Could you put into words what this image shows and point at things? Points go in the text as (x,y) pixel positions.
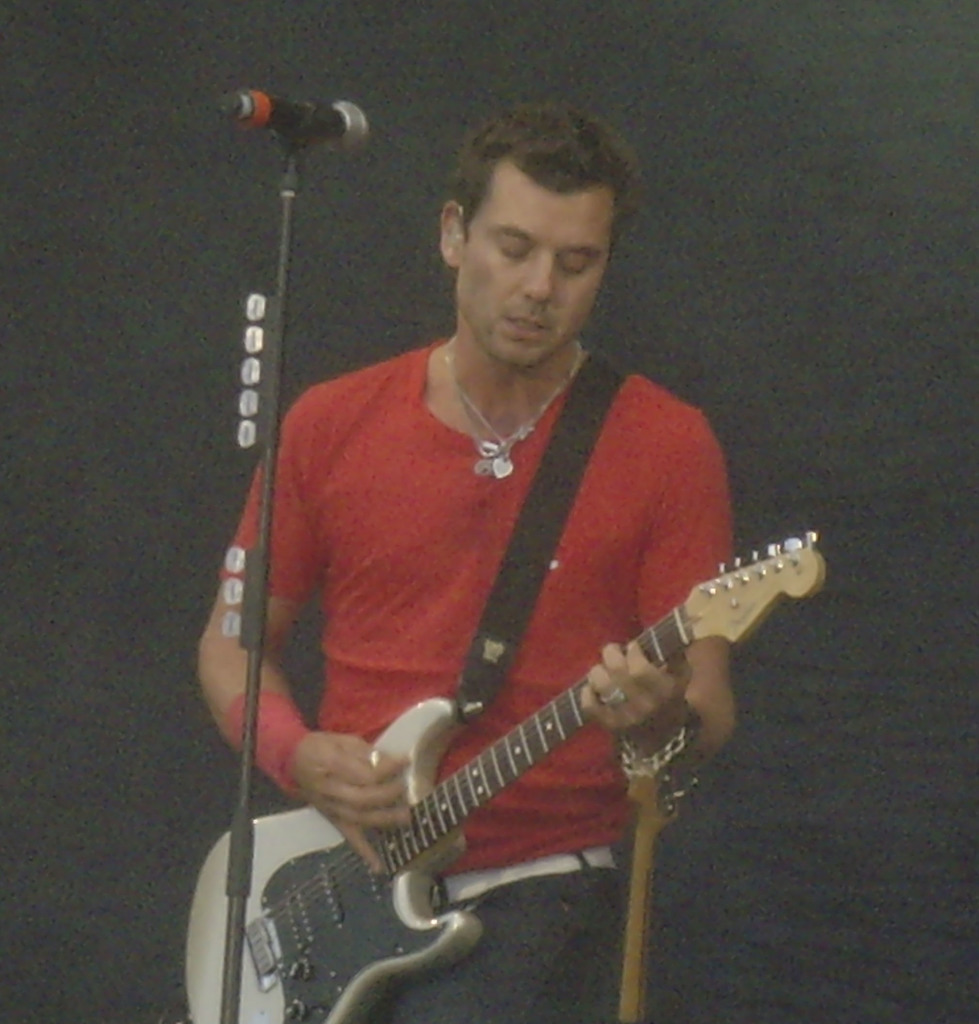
In this image a man (510,375) is playing guitar (421,808) in front of microphone (330,129).
